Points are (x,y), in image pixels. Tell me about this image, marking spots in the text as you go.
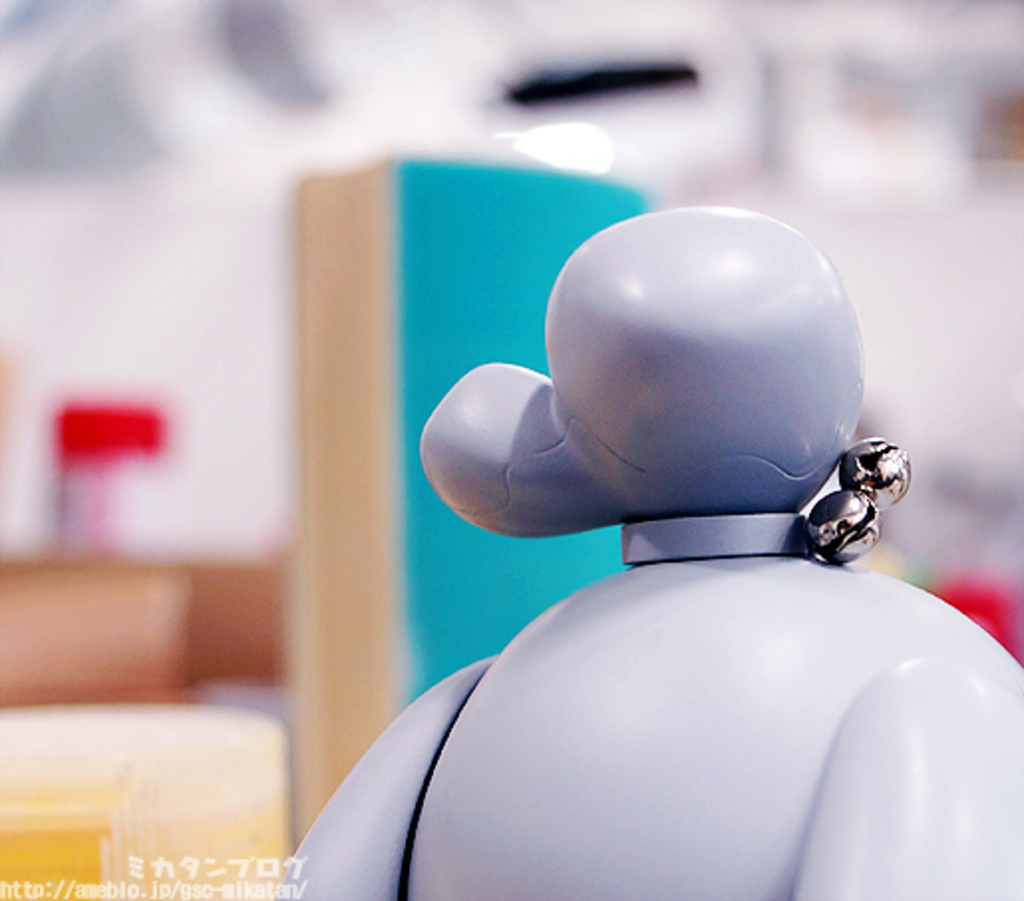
In this image I can see a white (549,677) and two silver things (823,514) in the front (573,689). In the background (512,245) I can see few colourful things (127,623) and I can also see this image is little bit blurry. On the bottom left side of the image (75,888) I can see a watermark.
